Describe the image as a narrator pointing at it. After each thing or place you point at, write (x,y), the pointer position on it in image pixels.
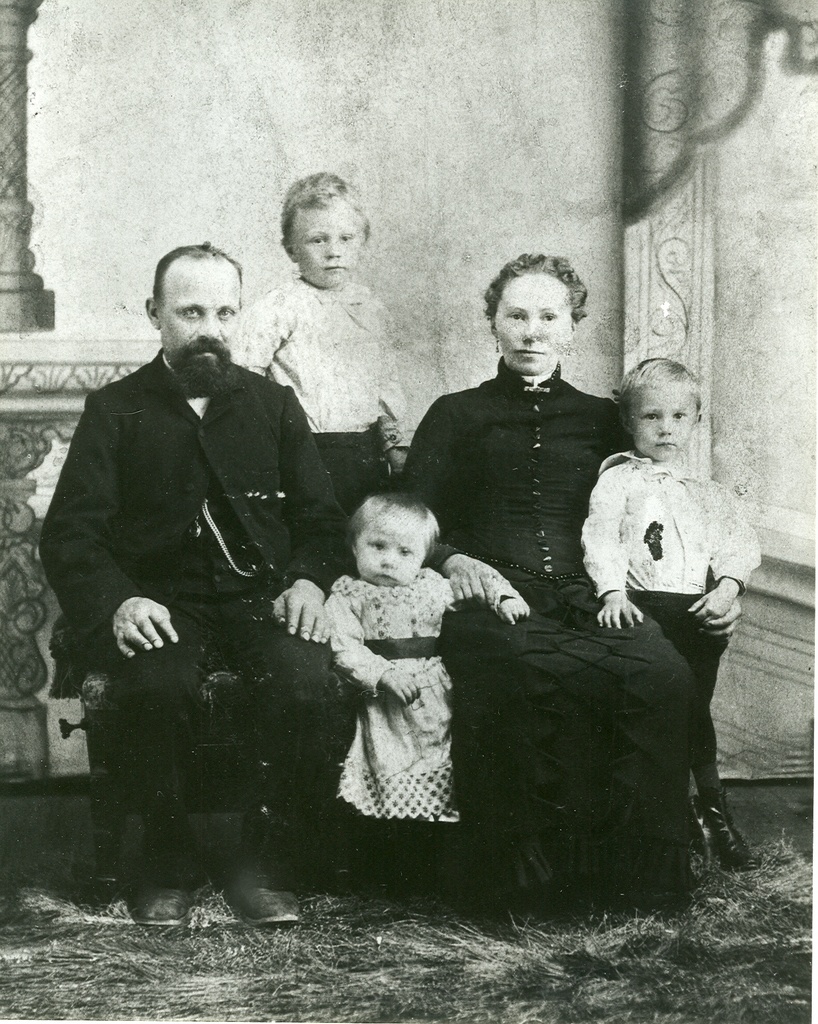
This is a black and white image. In this image we can see few people (400,524). In the back (322,125) there is a wall (541,78). Also there is a pillar (27,228) on the left side (16,121).
